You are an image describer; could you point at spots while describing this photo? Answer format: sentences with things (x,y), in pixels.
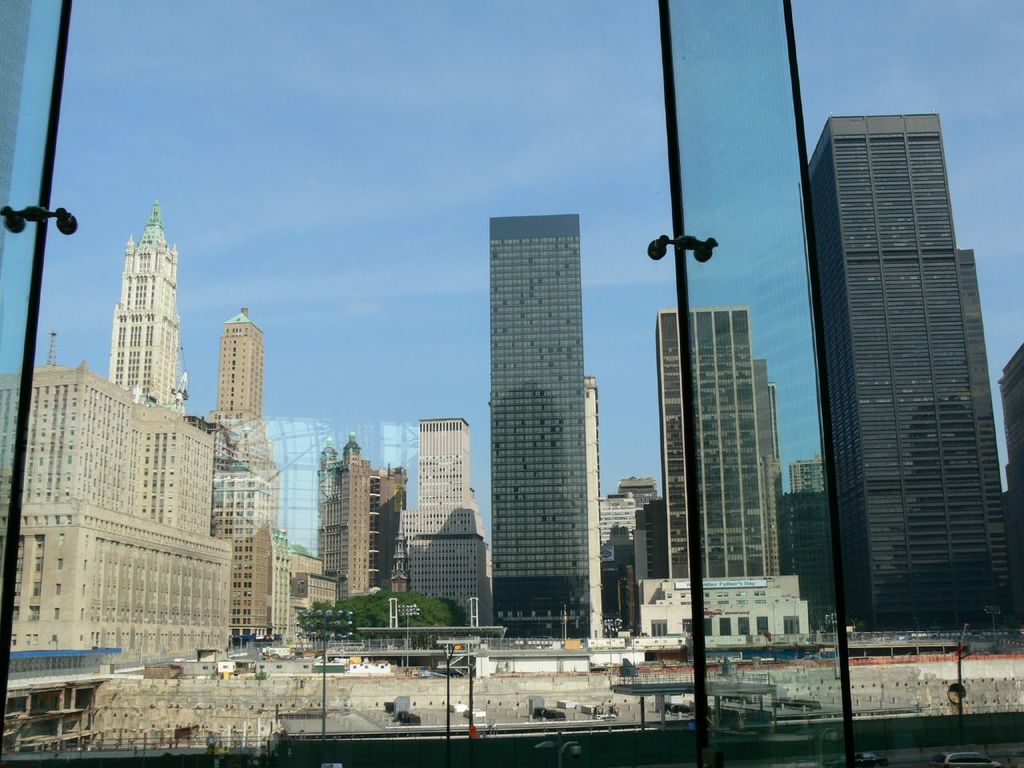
In this picture we can see skyscrapers (506,460) and buildings (121,464). At the bottom (402,699) we can see road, vehicles (675,702), construction site (426,725), bridge (687,680), poles (246,730), street lights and fencing (97,656). At the top (512,77) there is a sky (514,64).
